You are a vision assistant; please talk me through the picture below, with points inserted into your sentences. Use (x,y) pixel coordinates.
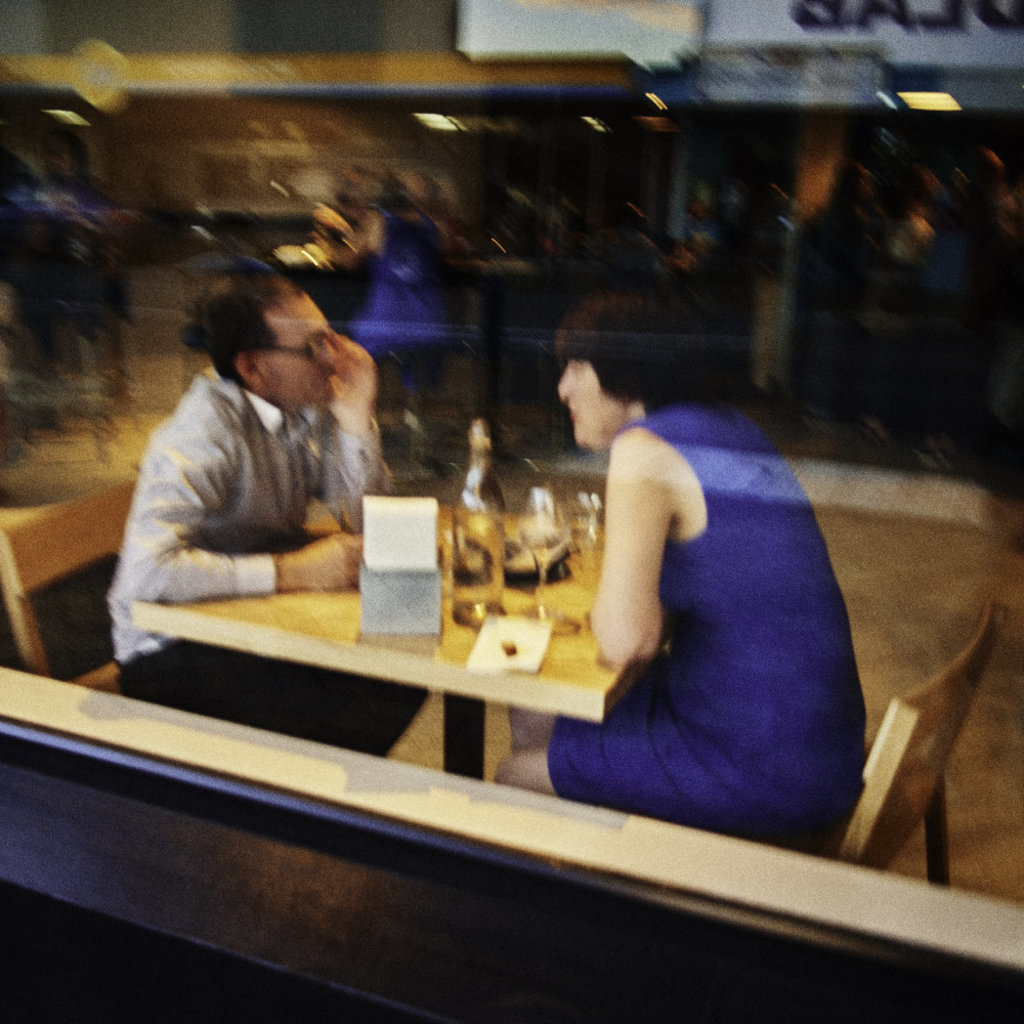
In this picture we can see man (339,437) and woman (685,524) are sitting on chair (106,535) and in front of them there is table (357,662) and on table (470,638) we can see bottle (487,515), glass (546,517), stand (408,517) and in the background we can see group of people (72,156) and it is blur.
